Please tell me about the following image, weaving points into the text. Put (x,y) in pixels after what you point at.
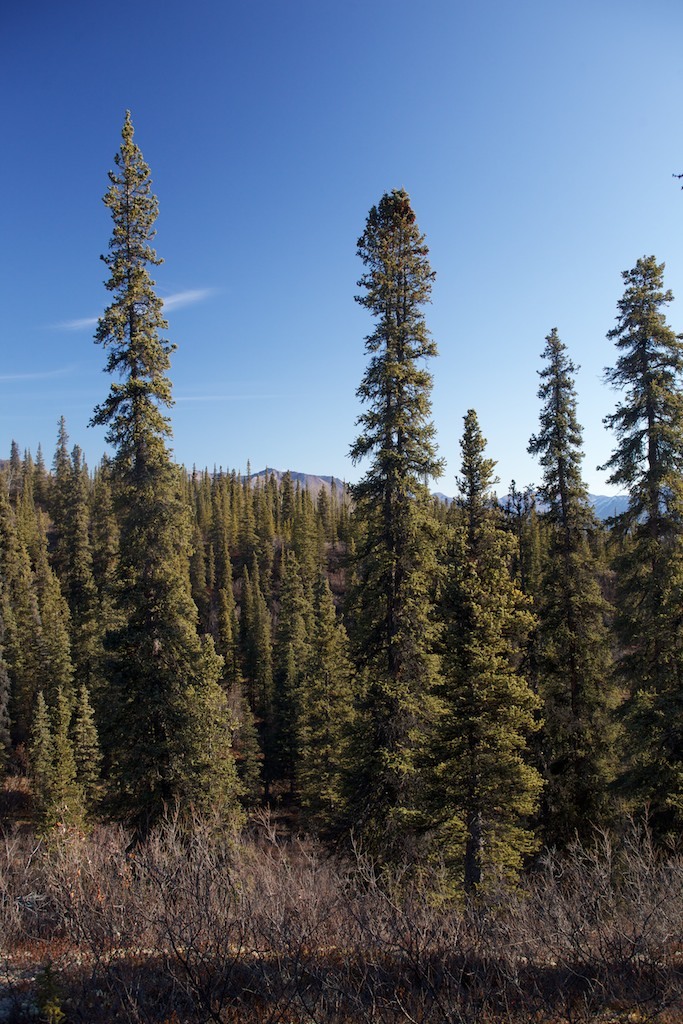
In the center of the image (388,486) there are trees (416,707). At the bottom of the image (298,891) there are dry plants (254,952). At the top of the image (308,139) there is sky (278,150).
